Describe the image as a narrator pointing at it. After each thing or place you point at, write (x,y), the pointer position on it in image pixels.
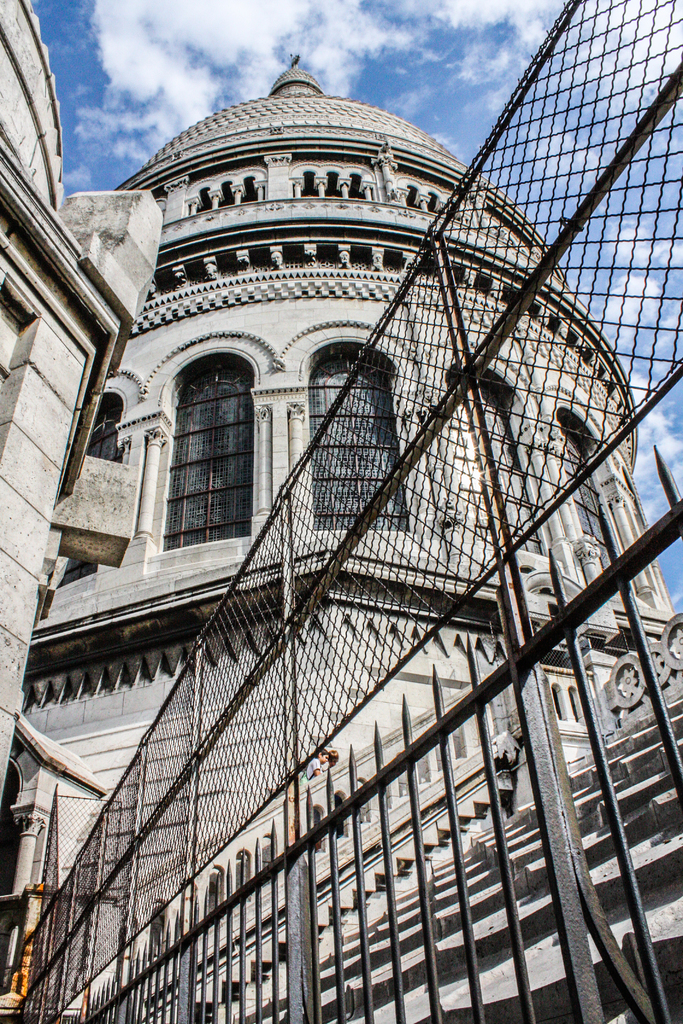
In this image we can see a fence (360,895). In the background (502,1017) there is a building (345,687), windows (234,429), railing (111,1002) and clouds (179,120) in the sky (194,108).
